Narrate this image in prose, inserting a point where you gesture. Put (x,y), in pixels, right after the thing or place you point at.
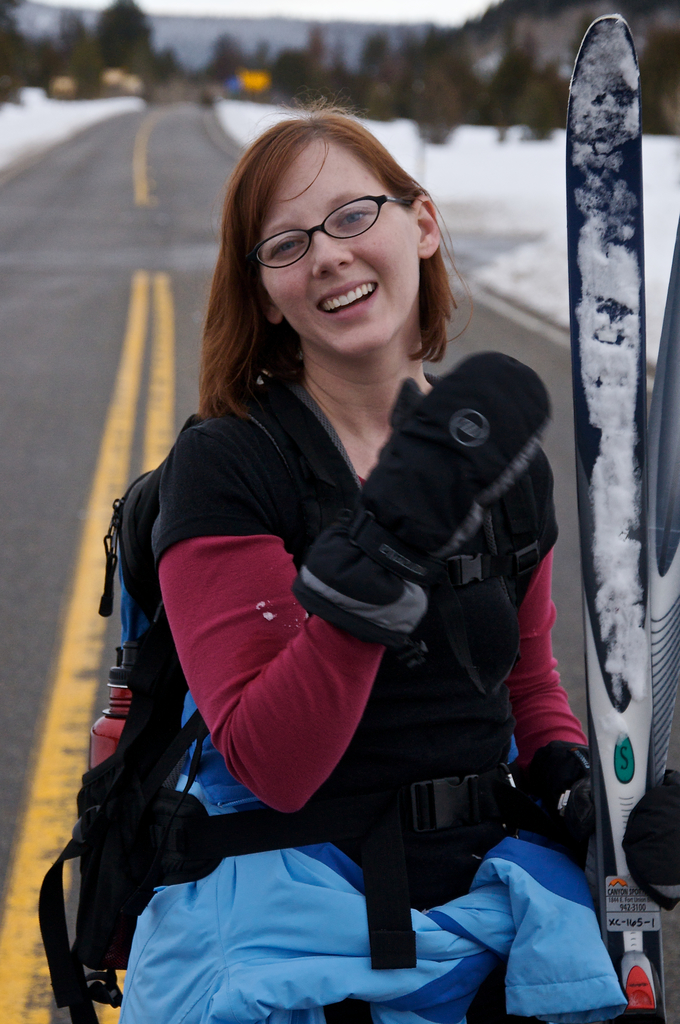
As we can see in the image there is a woman (281,632) wearing bag (137,675) and holding skis (621,468). In the background (441,107) there are trees (281,56) and the background (435,97) is little blur.
